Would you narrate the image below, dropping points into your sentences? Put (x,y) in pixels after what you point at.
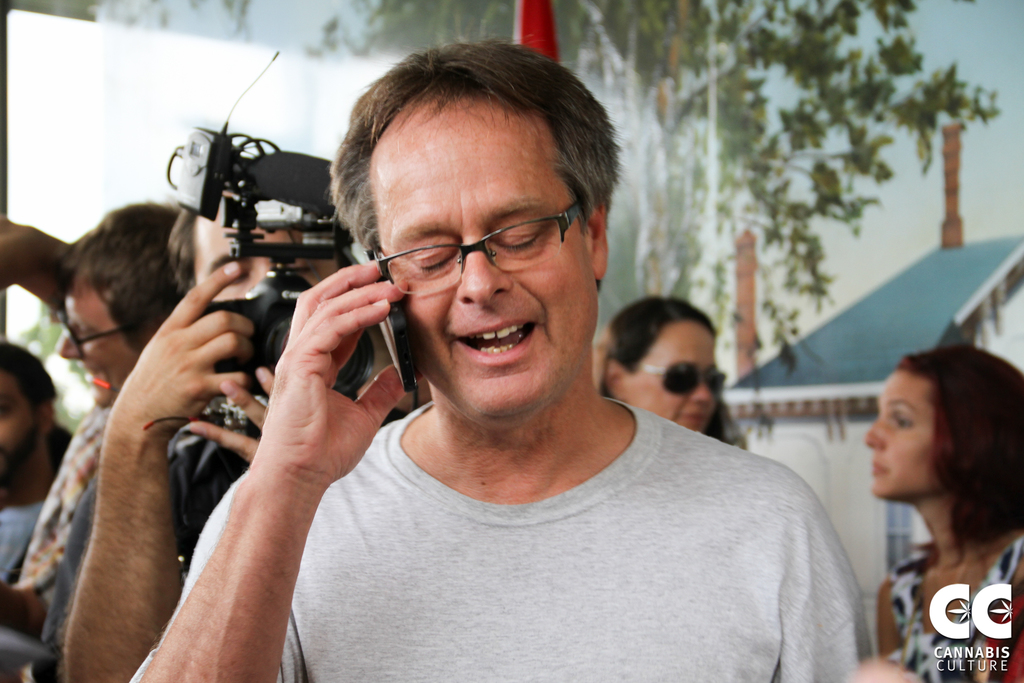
In the image in the center (541,298), we can see one person (509,502) standing and holding the phone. On the right bottom of the image (941,608), there is a logo (970,610). In the background (772,109) there is a banner (641,105) and few people (933,677) were standing and holding some objects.
